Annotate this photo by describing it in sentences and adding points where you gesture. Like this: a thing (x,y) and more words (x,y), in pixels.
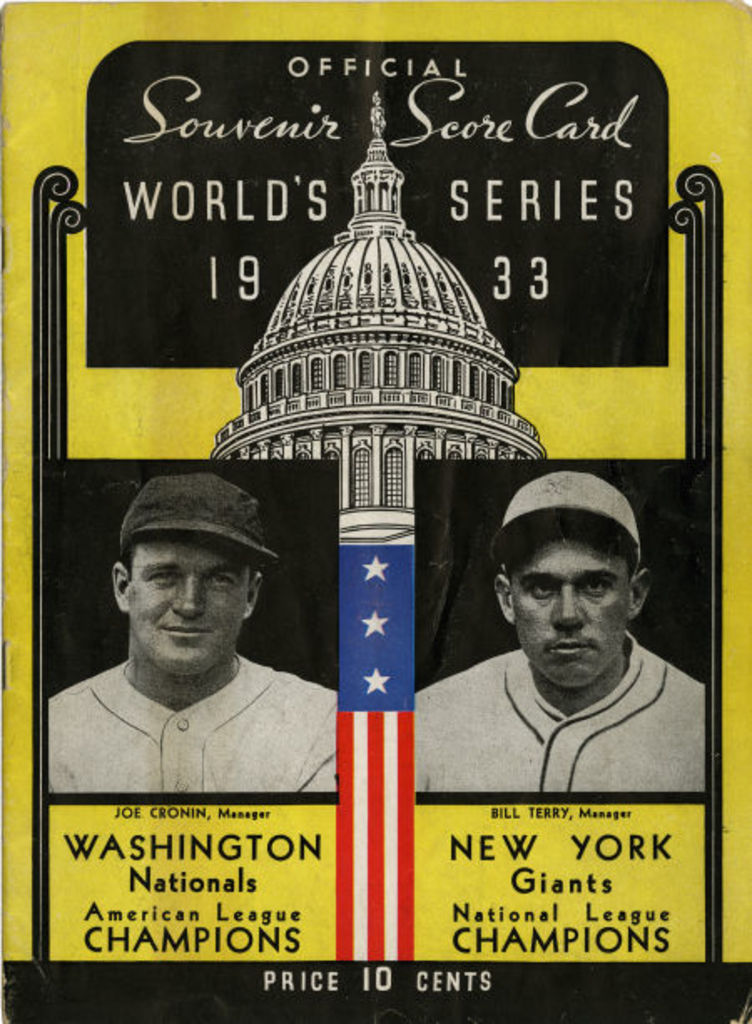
In this picture we can see a poster (318,514), in this poster (372,256) we can see two men (188,663), they wore caps (608,532), we can also see a flag (366,735) and a building (349,369), there is some text (467,129) here.
